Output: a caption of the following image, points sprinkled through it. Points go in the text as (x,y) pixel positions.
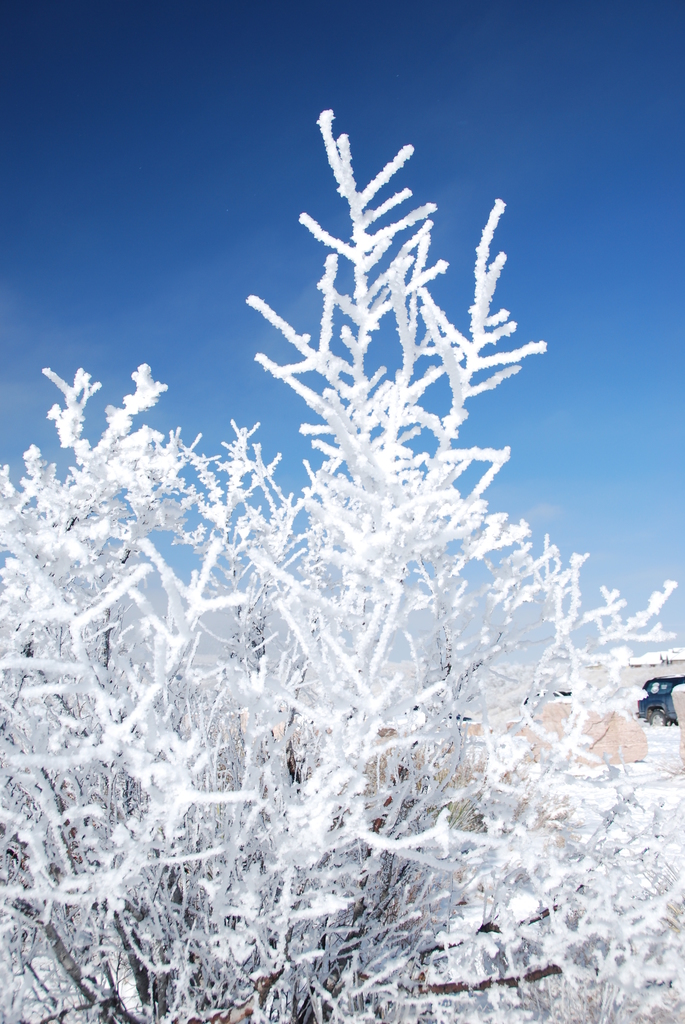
In this image I can see a plant (215,952) which is filled with the snow (366,711). In the background (663,701) there is a car (661,710). On the top of the image (263,130) I can see the sky (144,154) in blue color.
